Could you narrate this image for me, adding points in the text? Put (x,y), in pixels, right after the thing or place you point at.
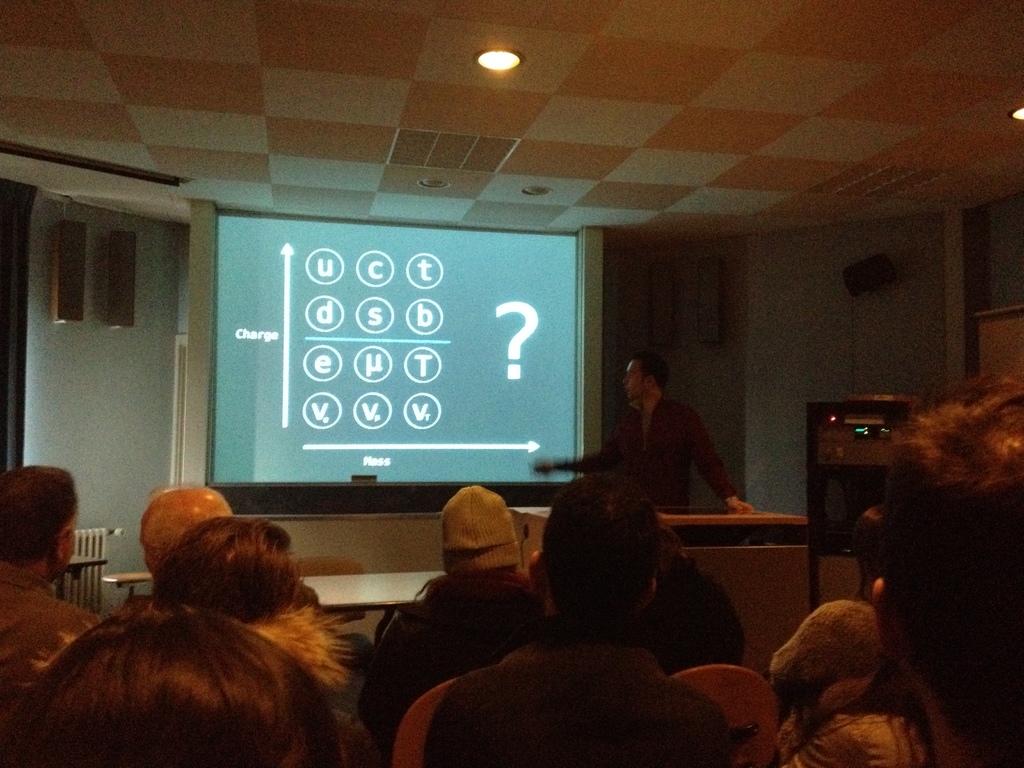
In this image I can see group of people (509,709) sitting, background (652,466) I can see the person (655,449) standing. I can also see the projection screen (464,400), a light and the wall (128,400) is in white color.
